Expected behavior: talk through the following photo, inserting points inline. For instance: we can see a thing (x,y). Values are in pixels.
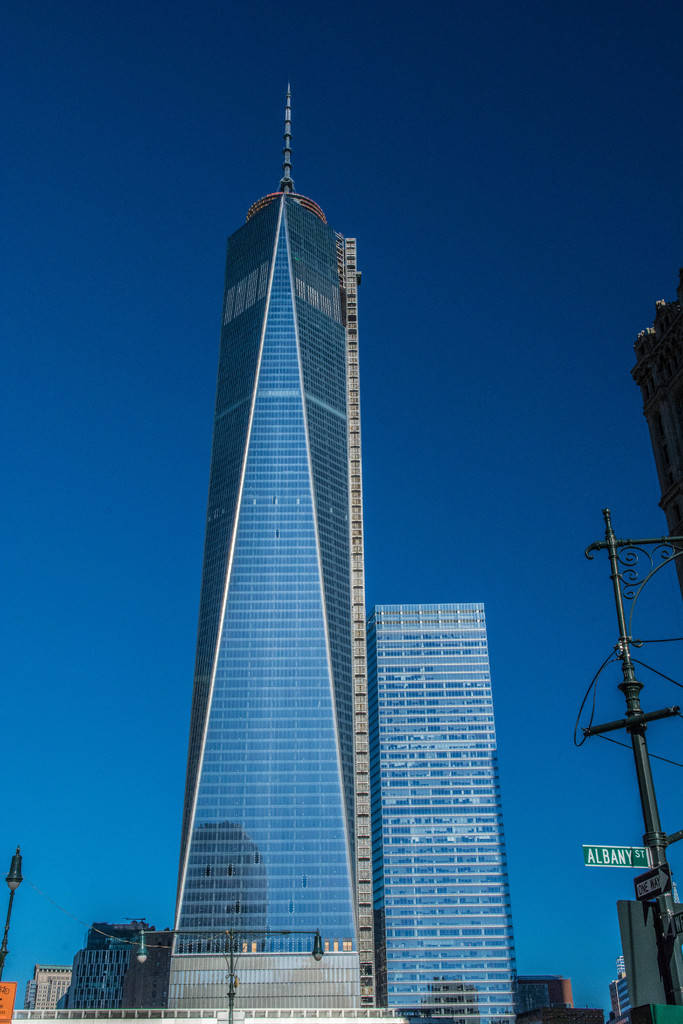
In the image in the center (321,453) we can see buildings (340,856), poles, sign boards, lamps (18,884), wall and fence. In the background (92,264) we can see the sky (125,500).
